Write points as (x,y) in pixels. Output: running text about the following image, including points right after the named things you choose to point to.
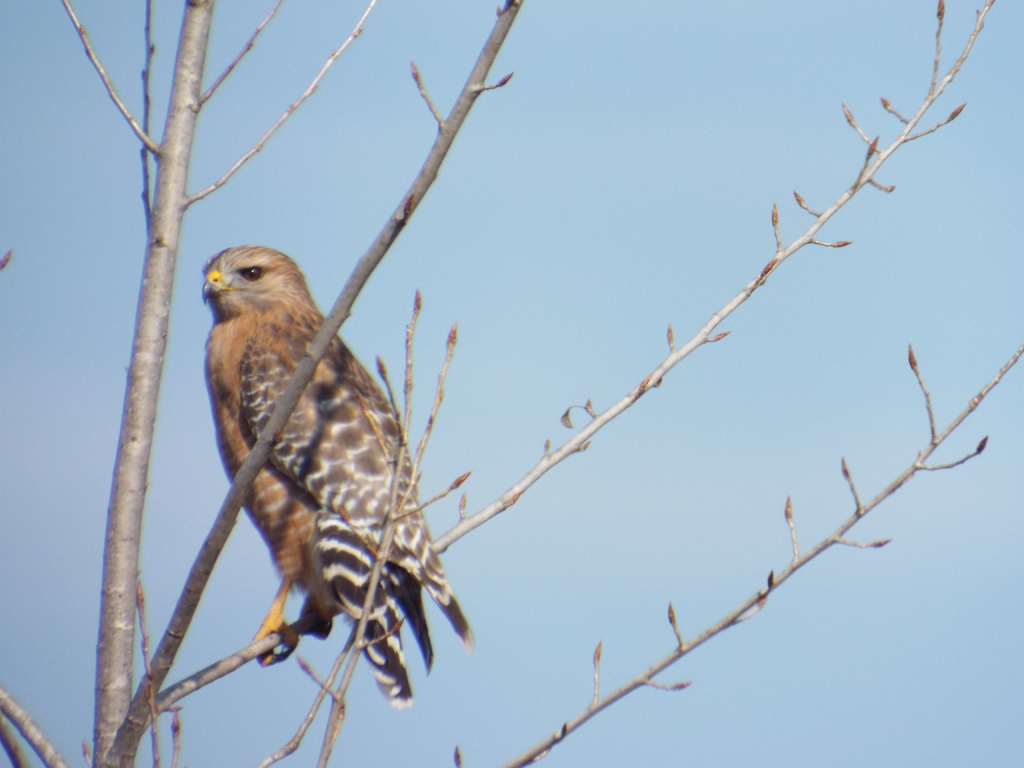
In this picture I can see there is a bird (277,293) sitting on the branch (188,688) of a tree (147,635) and it has feathers (348,405), beak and the sky (432,276) is clear.
